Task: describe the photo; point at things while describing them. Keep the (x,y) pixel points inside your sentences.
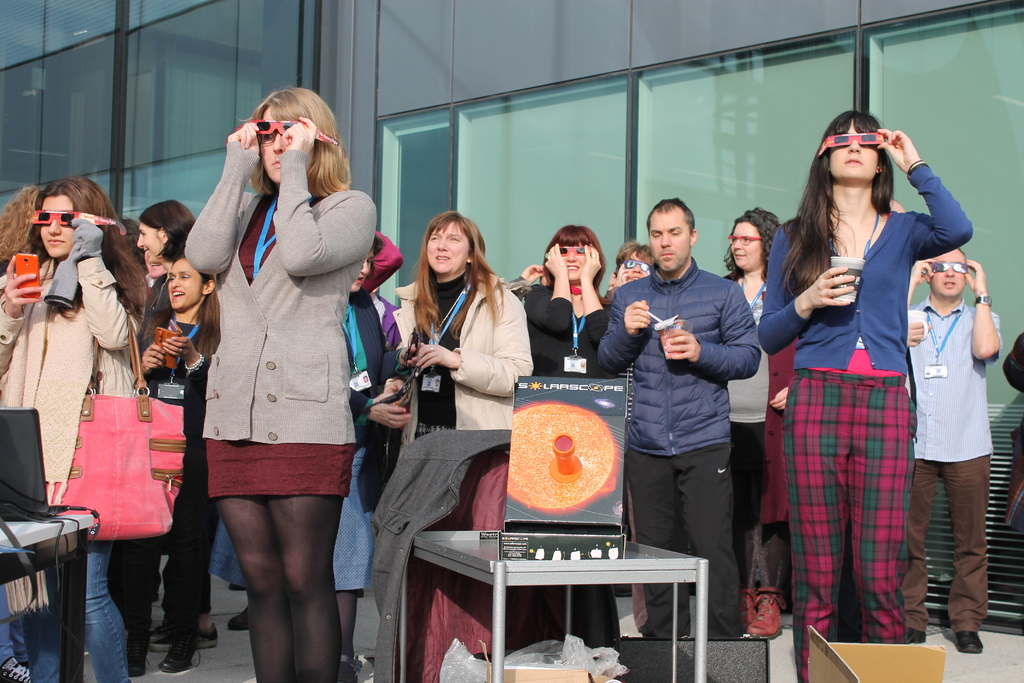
In this image there are cardboard boxes (569,554), laptop (15,468) and some objects (584,545) on the steel tables (506,587), there are group of people (330,319) standing and holding the spectacles (879,143), and at the background (750,174) there is a building (424,219).
